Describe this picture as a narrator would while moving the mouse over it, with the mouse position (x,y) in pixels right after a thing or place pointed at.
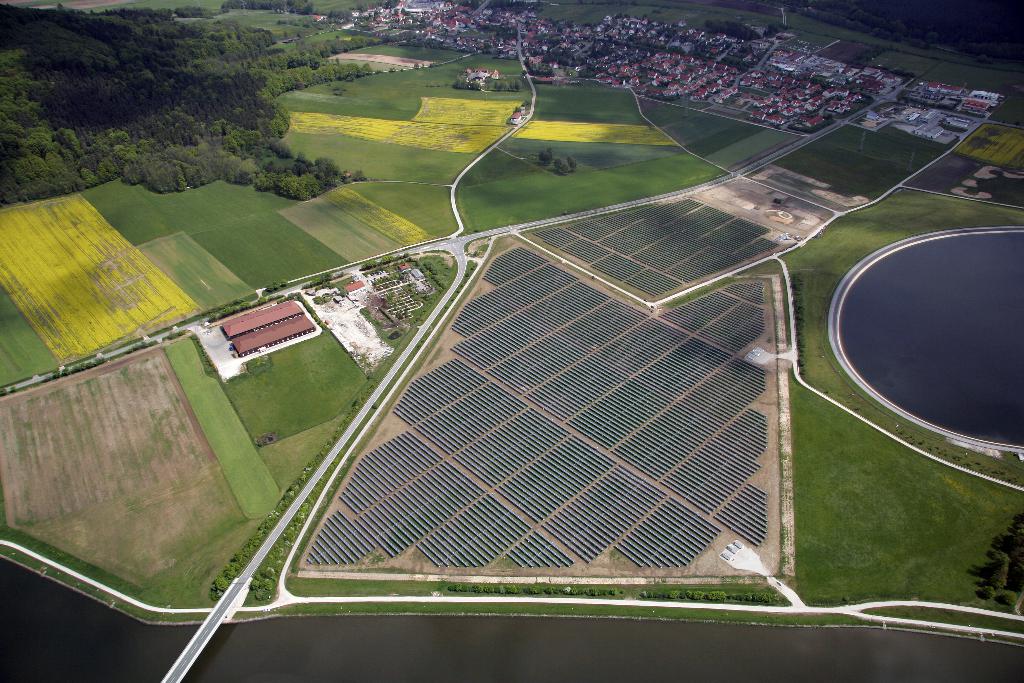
This image is clicked from the top. There are trees (117,115) in the top left corner (110,102). There are houses (748,83) at the top (675,71). There are fields (858,522) all over the image. In the middle (665,430) it looks like solar panels (648,447).
